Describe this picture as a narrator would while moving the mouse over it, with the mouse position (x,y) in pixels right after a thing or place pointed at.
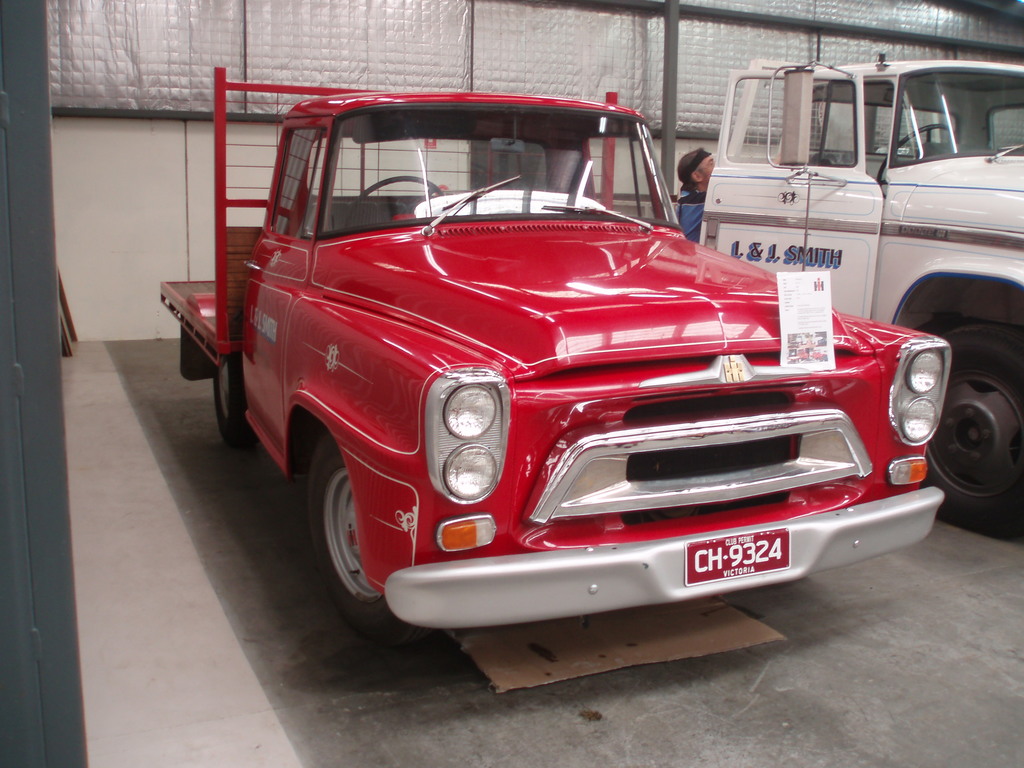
In this picture we can see there are some vehicles (675,539) parked on the path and behind the people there is a wall (146,208) and iron rods (676,86).
